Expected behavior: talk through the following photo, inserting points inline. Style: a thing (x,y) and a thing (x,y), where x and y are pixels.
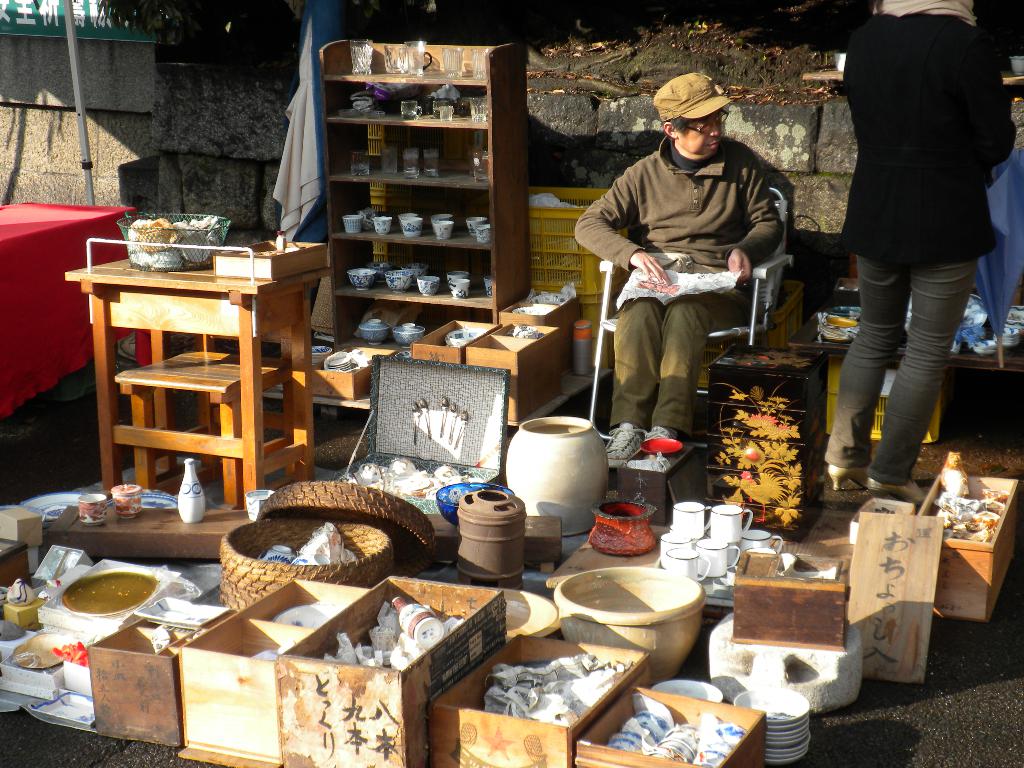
In this picture we can see a person (738,287) who is sitting on the chair (754,299). He wear a cap (696,100). Here we can see some boxes (547,763), baskets (333,503), cups (723,535), and plates (780,736). This is rack (339,233). And there is a wall (139,115). Here we can see a person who is standing on the road (986,705).
